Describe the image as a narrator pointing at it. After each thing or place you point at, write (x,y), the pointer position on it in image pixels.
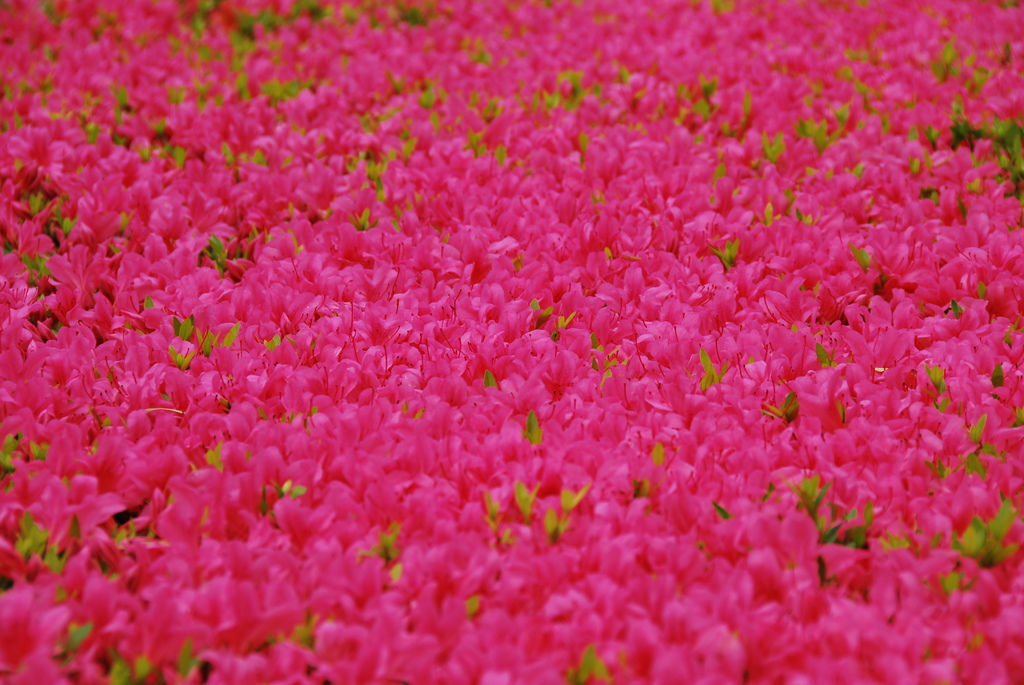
In this image we can see flowers (626,349) and leaves (7,129).
